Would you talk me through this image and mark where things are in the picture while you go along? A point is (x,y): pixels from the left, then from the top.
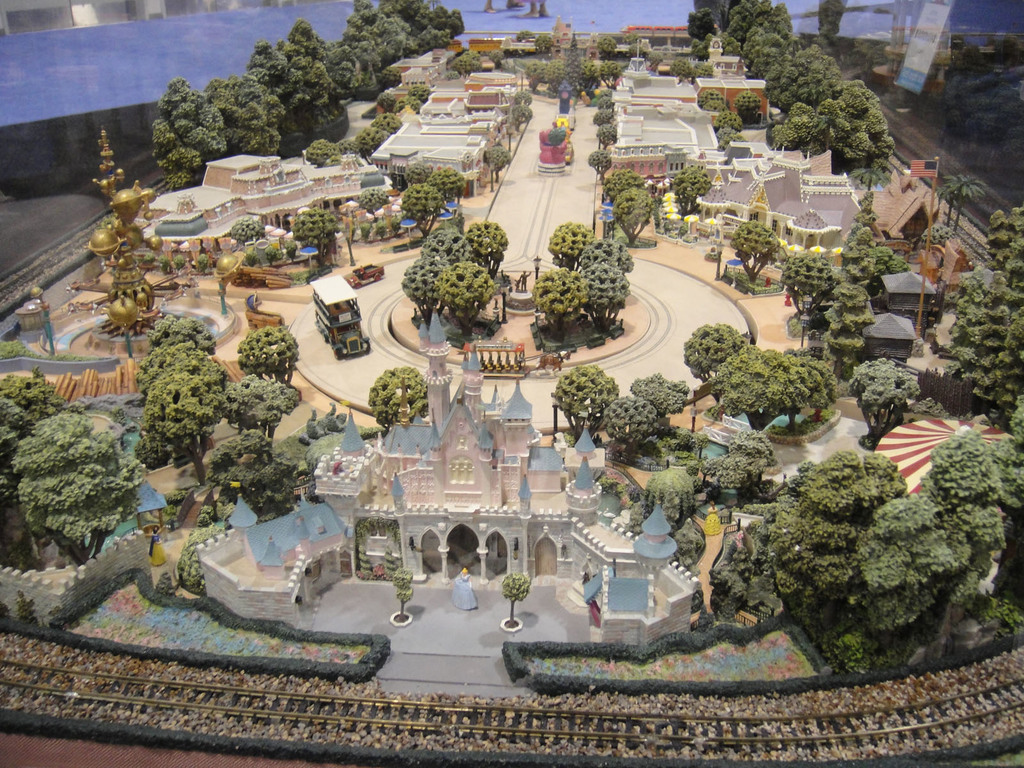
This is an imaginary construction of a kingdom (512,559) with a palace (386,536) and figures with so many trees (777,31), buildings (737,199), a track (56,676) and many other objects (570,104).
